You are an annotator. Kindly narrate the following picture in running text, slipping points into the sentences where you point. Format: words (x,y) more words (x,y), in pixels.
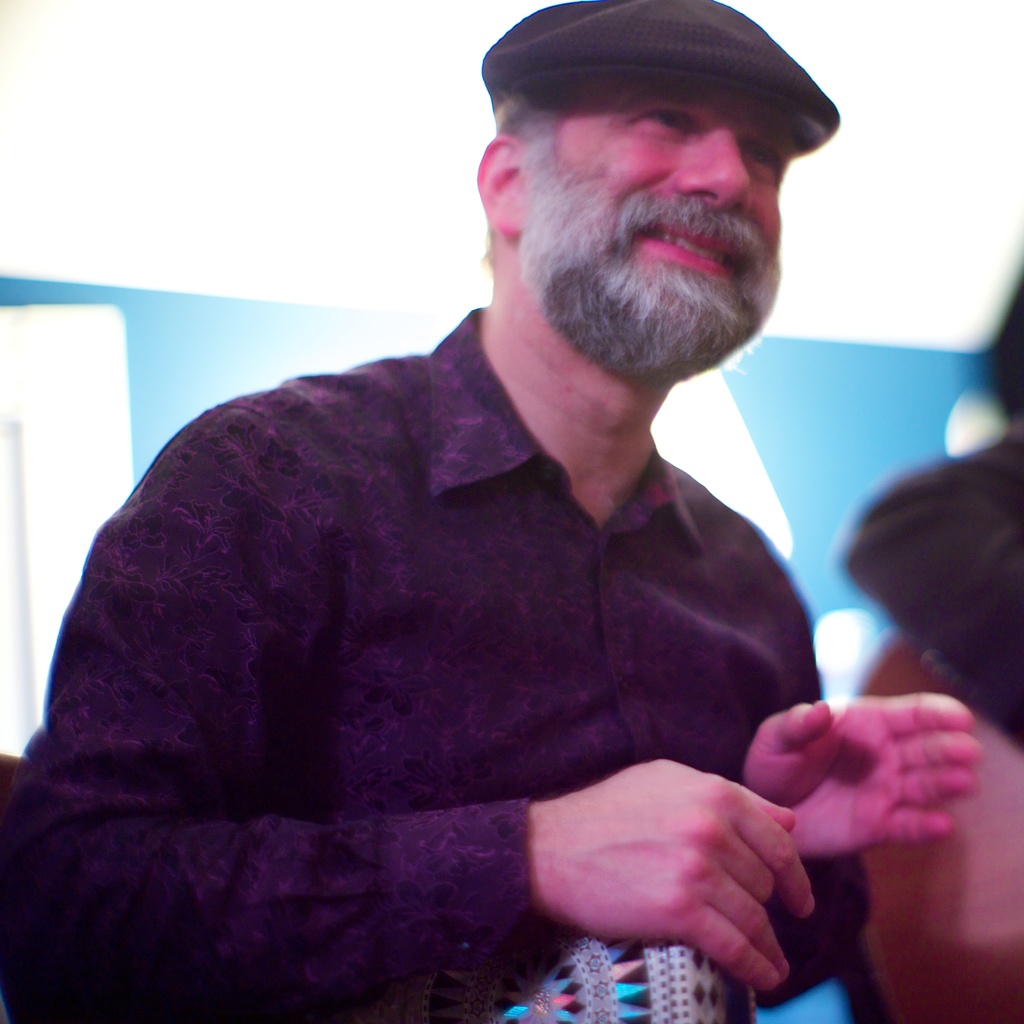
In this picture I can see there is a person (437,499) standing, he is smiling, he is having a mustache (671,219) and beard (739,277), he is wearing a cap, there is a person (975,591) standing at the right side (989,655). There is a blue color surface (910,441) in the backdrop (229,339).
